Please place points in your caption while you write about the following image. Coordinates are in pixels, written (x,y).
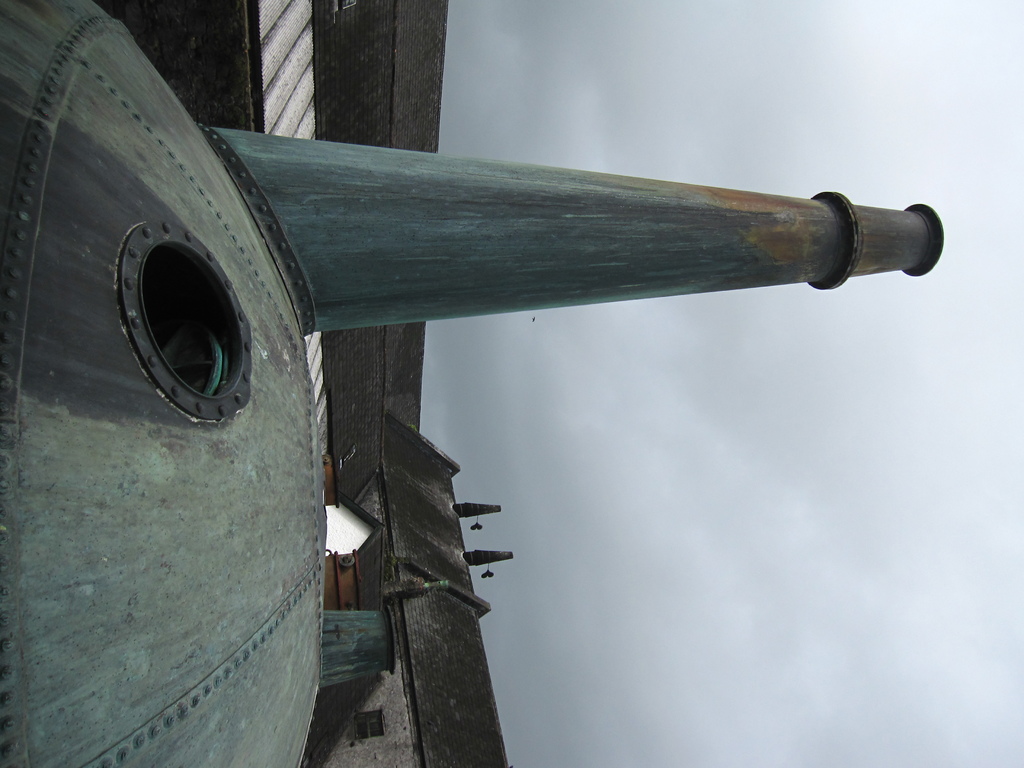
In the picture we can see a metallic chamber (223,464) with a pipe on it and behind it, we can see houses (410,660) and in the background (702,360) we can see a sky (711,386) with clouds (754,517).
